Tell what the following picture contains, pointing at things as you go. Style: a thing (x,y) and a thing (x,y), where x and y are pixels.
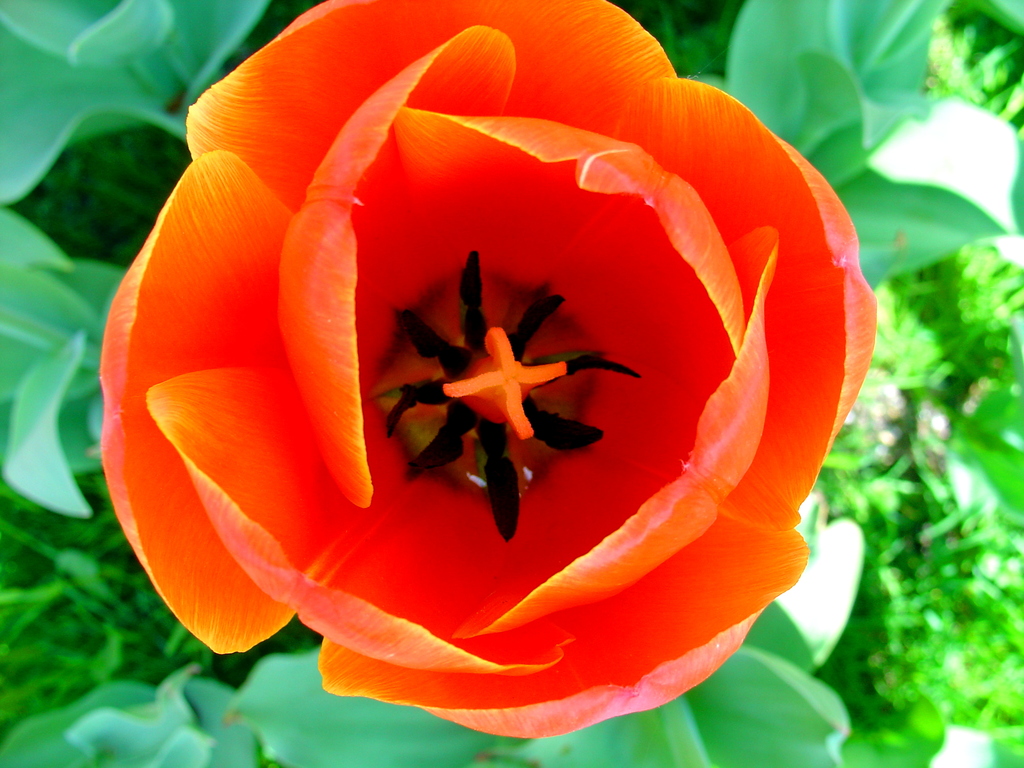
In this image, I can see a flower (273,282), which is reddish in color. In the background (171,73), these look like the leaves (821,586).
